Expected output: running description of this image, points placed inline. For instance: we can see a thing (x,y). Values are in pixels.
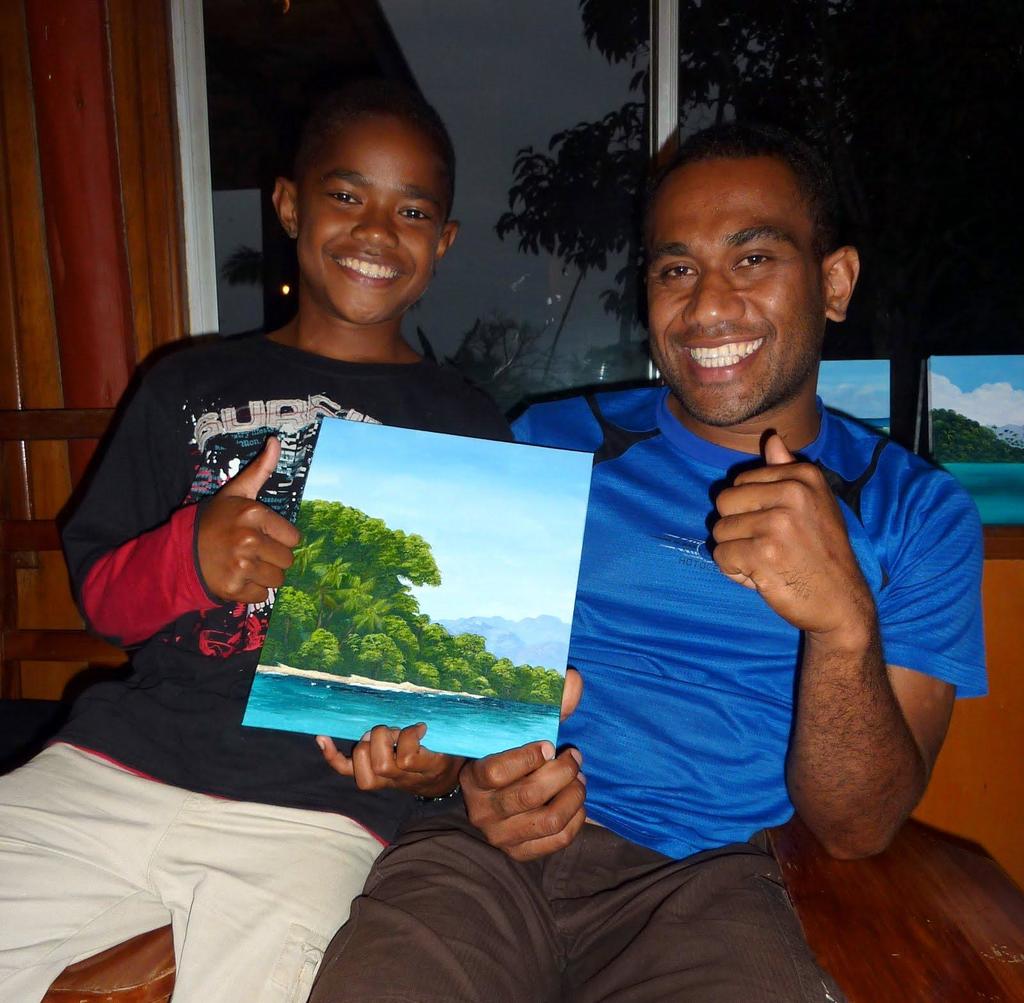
In this picture we can see a man (653,444) and a kid (340,354), they both are smiling and they are holding a poster (411,528).
